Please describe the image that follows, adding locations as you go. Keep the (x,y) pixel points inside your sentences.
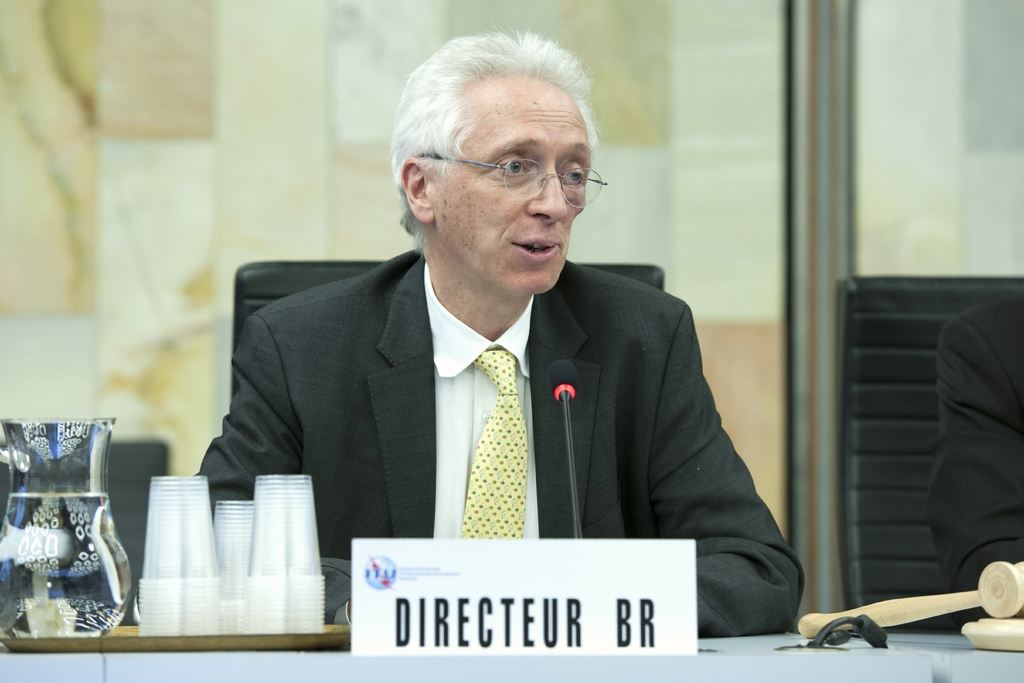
In this image we can see a man (451,288) sitting on a chair (275,299). In front of the man (343,595) there is a table (475,676) with a name plate (554,566), microphone (557,375), glasses (202,538), jar (76,612), tray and other objects (1005,593). On the right side of the image (943,405) it looks like a person (999,417) sitting. In the background (263,149) there is a wall (330,165).
